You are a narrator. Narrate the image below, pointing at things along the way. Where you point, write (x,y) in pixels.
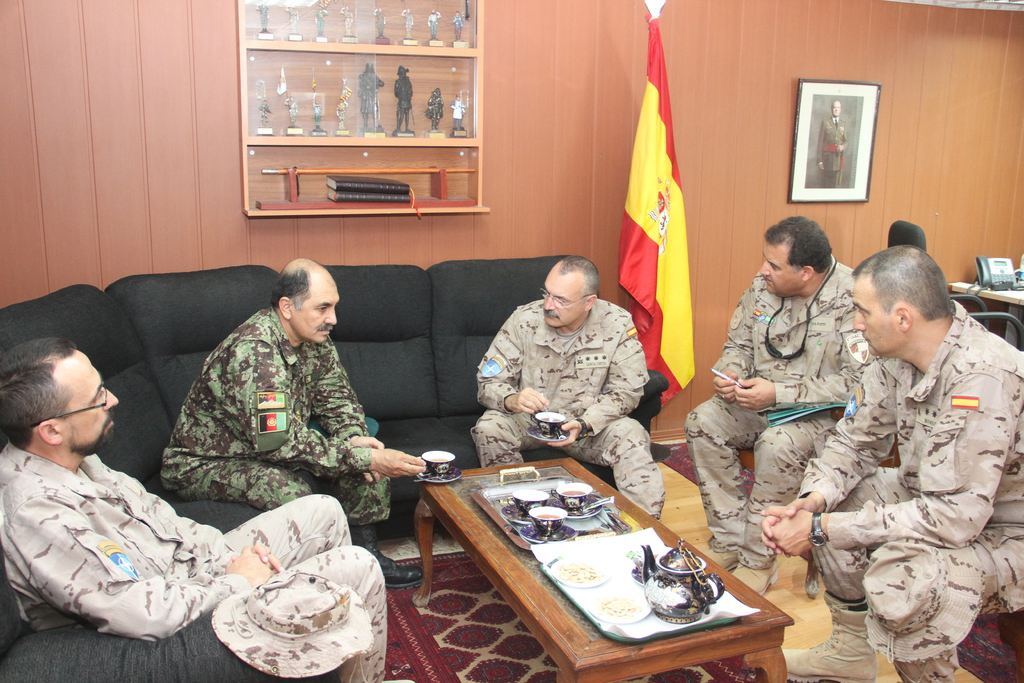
In this picture i could see many persons (225,569) sitting on the black color sofa (458,398) and on the chairs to right side (838,410). The wall (762,74) is wooden plank (707,59) and picture frame (830,116) is hanged over on the wall (719,83) and some statues (442,107) are placed on the shelves (329,112) there is center piece table (529,590) on which there are some cups (546,517) saucer (534,528) and spoon (585,511) within and a teapot (687,603) and a plate (623,617) with snacks (610,611) filled within.
